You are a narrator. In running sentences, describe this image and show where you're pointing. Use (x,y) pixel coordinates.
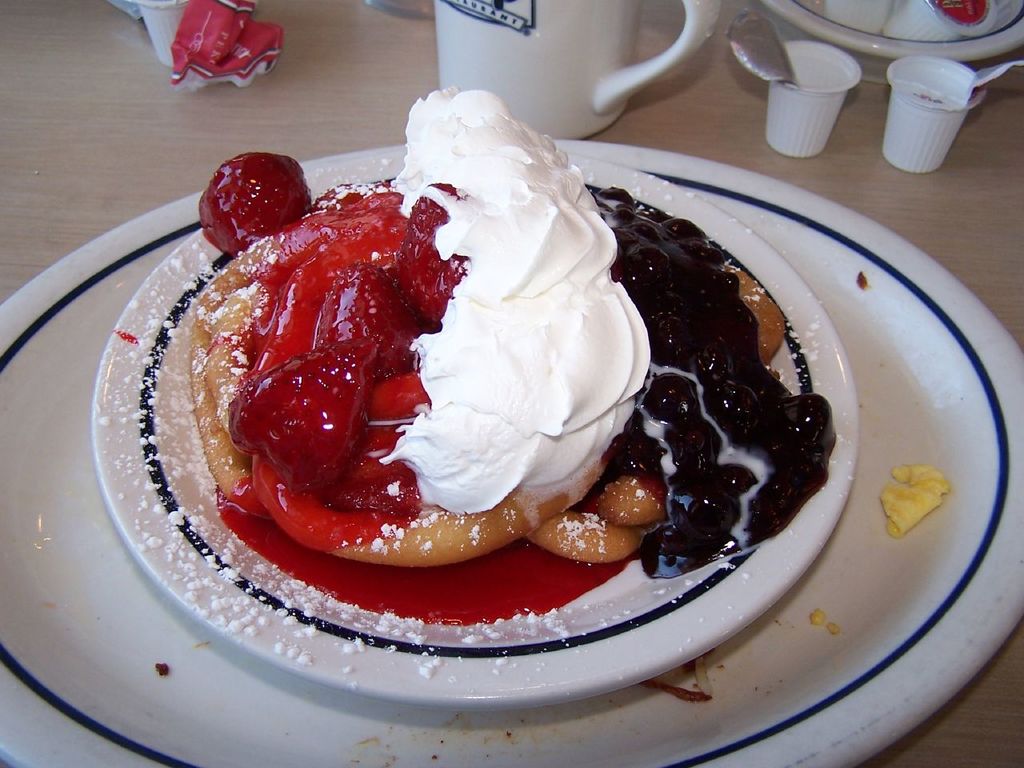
In the image we can see wooden surface (147,117), on it we can see the plate (62,422) and on the plate (159,472) we can see food item (451,338). Here we can see two cups (812,121) and the pots (931,128).
